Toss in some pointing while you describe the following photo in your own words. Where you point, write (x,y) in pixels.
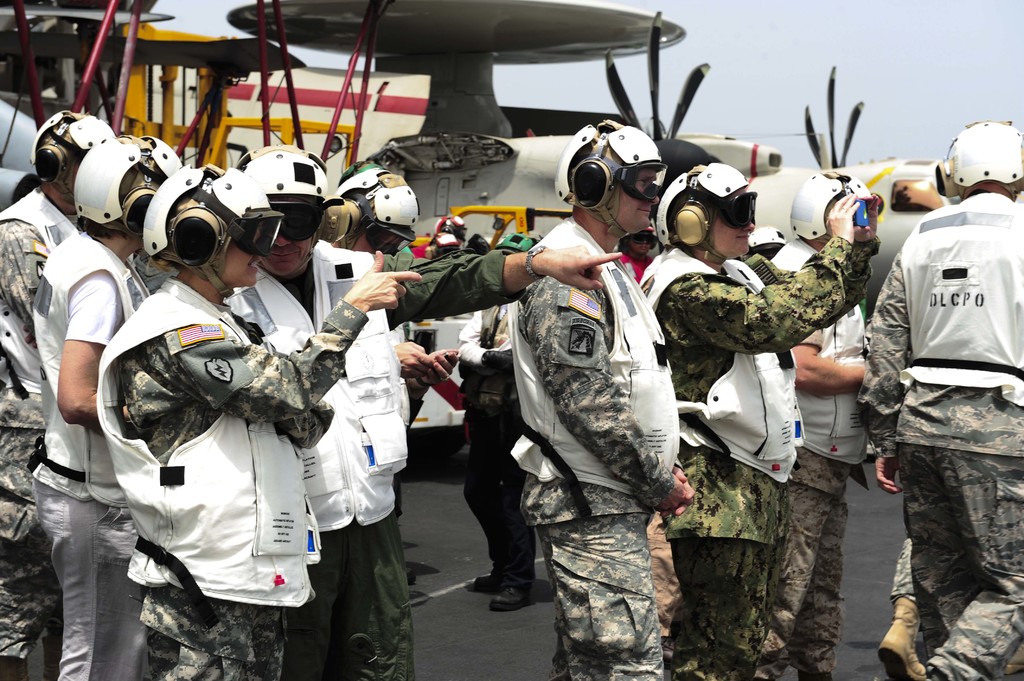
There are many people (332,379) wearing helmets (700,190), headphones (212,248) and goggles (266,239). Also they are wearing white jackets (778,370). In the back (421,113) there are aircrafts (397,137) and sky (799,74).
